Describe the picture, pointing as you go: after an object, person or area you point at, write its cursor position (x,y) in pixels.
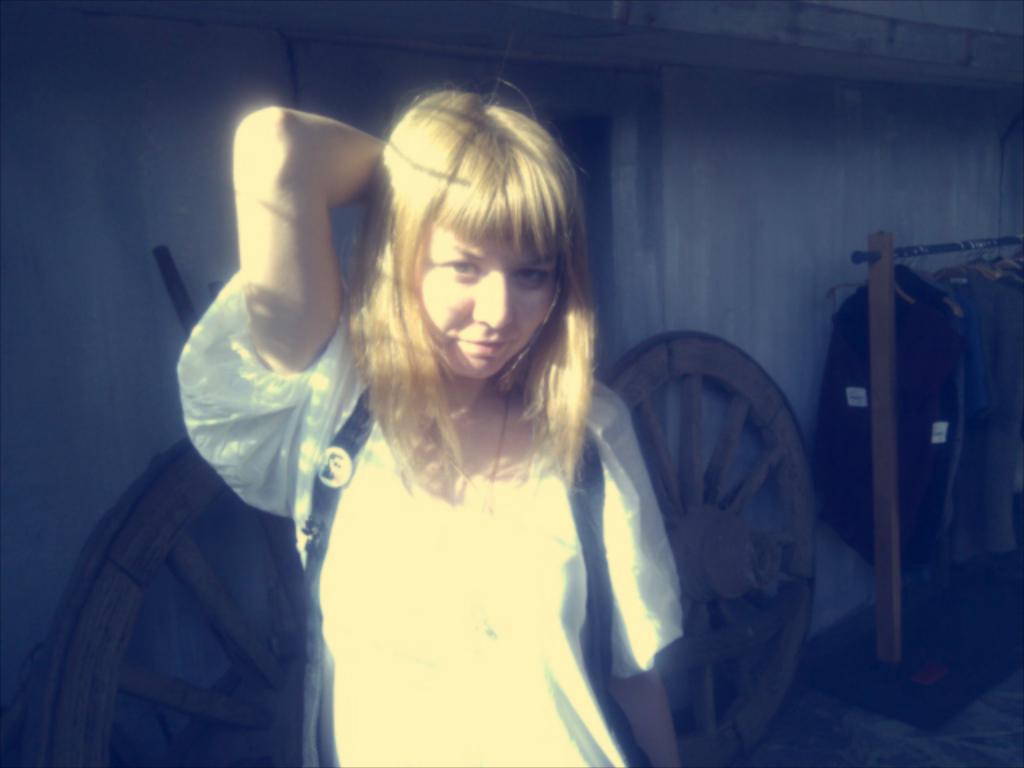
In this image we can see a lady (462,594). In the back (227,597) there are wheels (661,473). Also there is a stand (876,395). On the stand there are dresses (980,282) hanged on hangers (998,268). In the back (533,71) there is a wall (562,65).
